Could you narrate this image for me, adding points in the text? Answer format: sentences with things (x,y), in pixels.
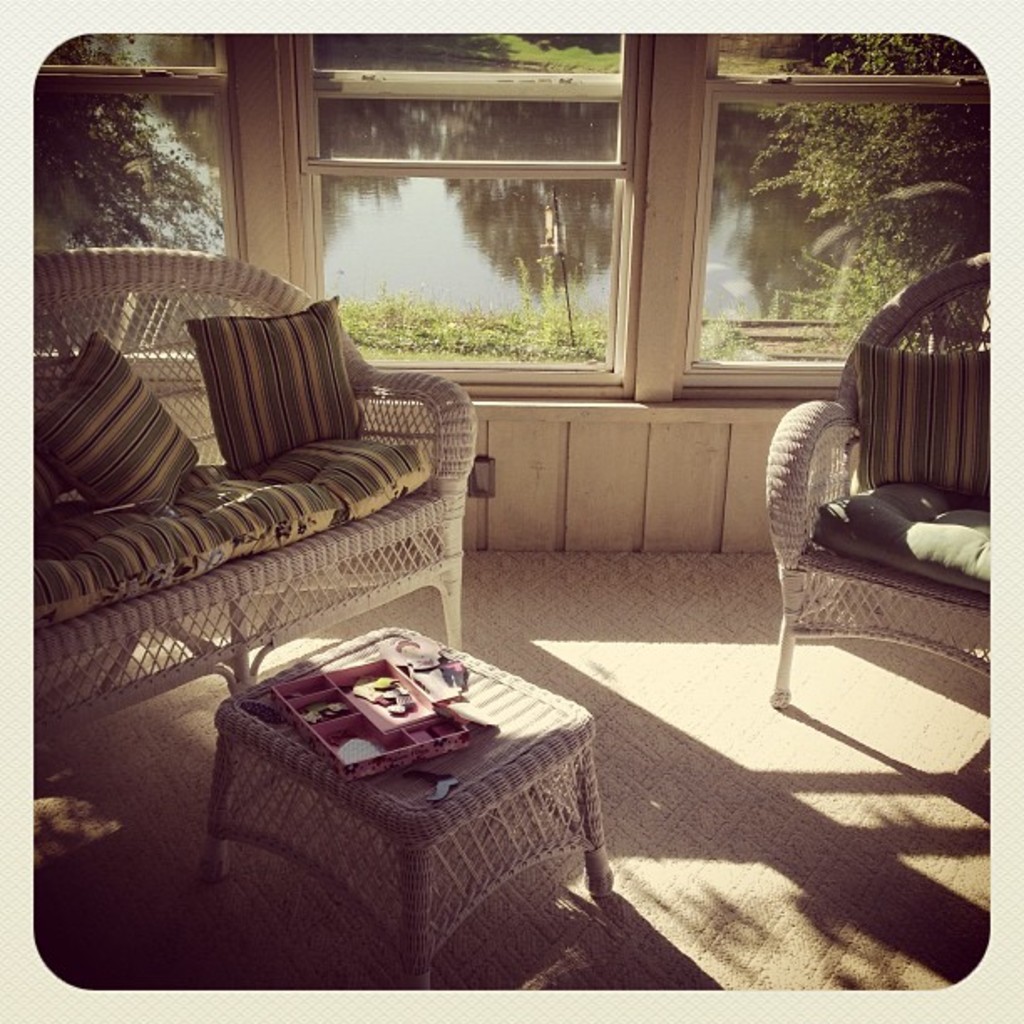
This is a photo and here we can see a sofa (408,506), pillows (120,451), a chair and a stool (506,774) and some objects (438,747) on it. At the bottom (702,877), there is a floor (702,857) and in the background (363,119), there are windows (414,197) and we can see trees (187,157) and water (478,219) through the glass (471,246).
